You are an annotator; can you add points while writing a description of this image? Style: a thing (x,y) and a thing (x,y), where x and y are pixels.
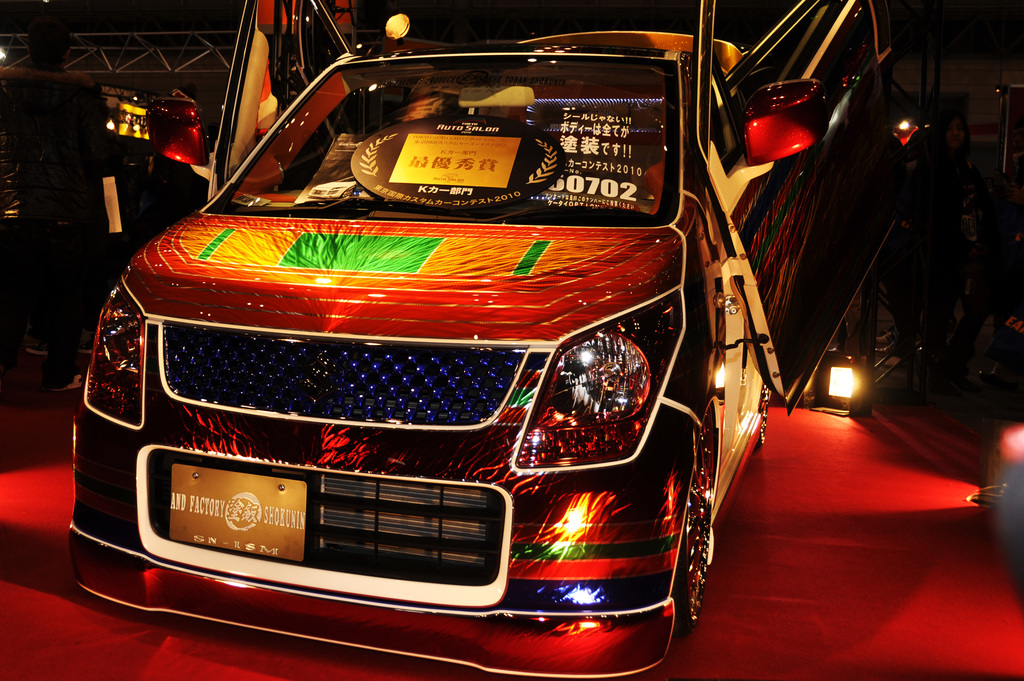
In this image we can see a vehicle (618,225). At the bottom (762,643) there is a carpet (262,654). In the background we can see lights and there are rods (199,49).
